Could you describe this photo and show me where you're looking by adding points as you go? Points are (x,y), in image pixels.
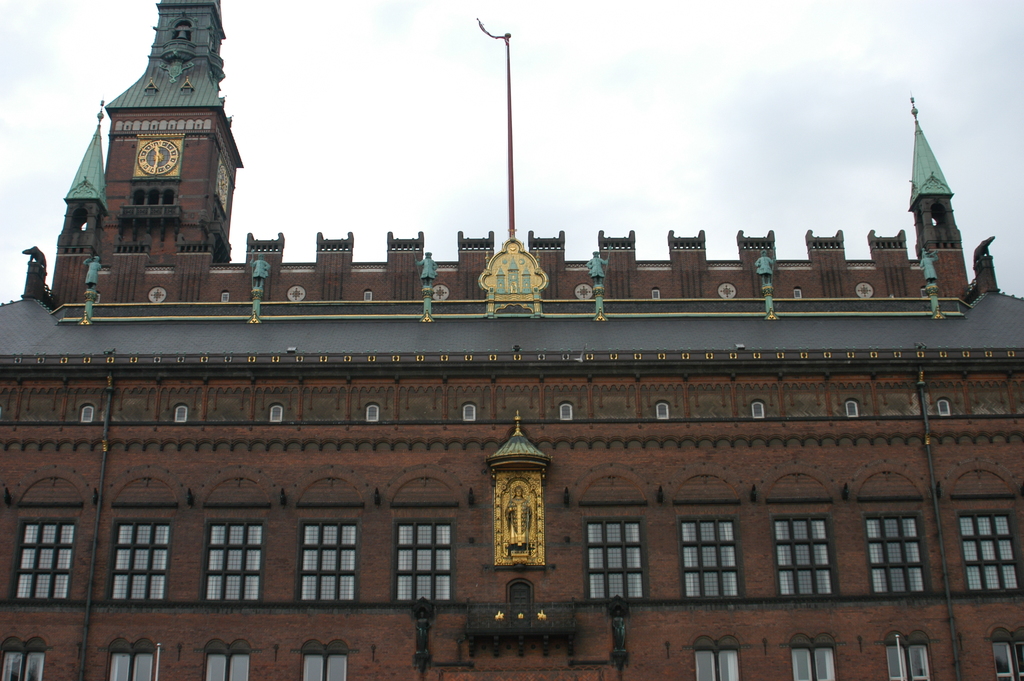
In this image there is a building (590,436). In the background (597,123) there is the sky (583,155).
